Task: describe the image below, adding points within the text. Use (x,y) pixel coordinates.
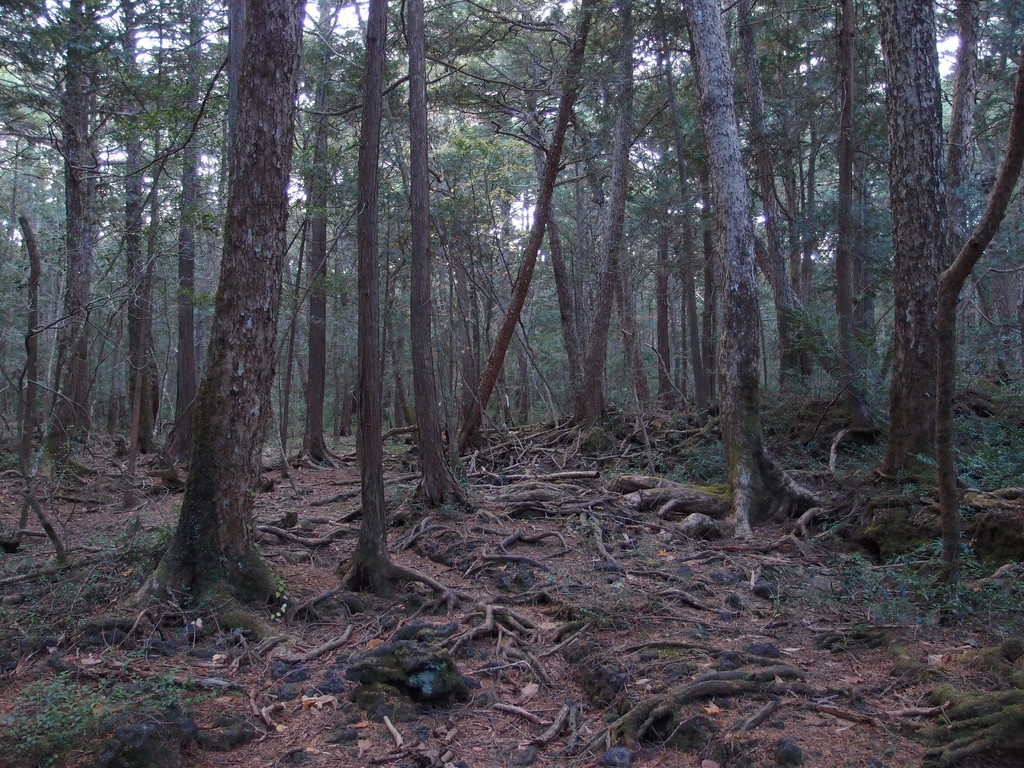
These are the trees (80,254) with branches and leaves (163,283). I can see the roots (446,591) on the ground (621,703). I think this picture was taken in the forest (747,289).
